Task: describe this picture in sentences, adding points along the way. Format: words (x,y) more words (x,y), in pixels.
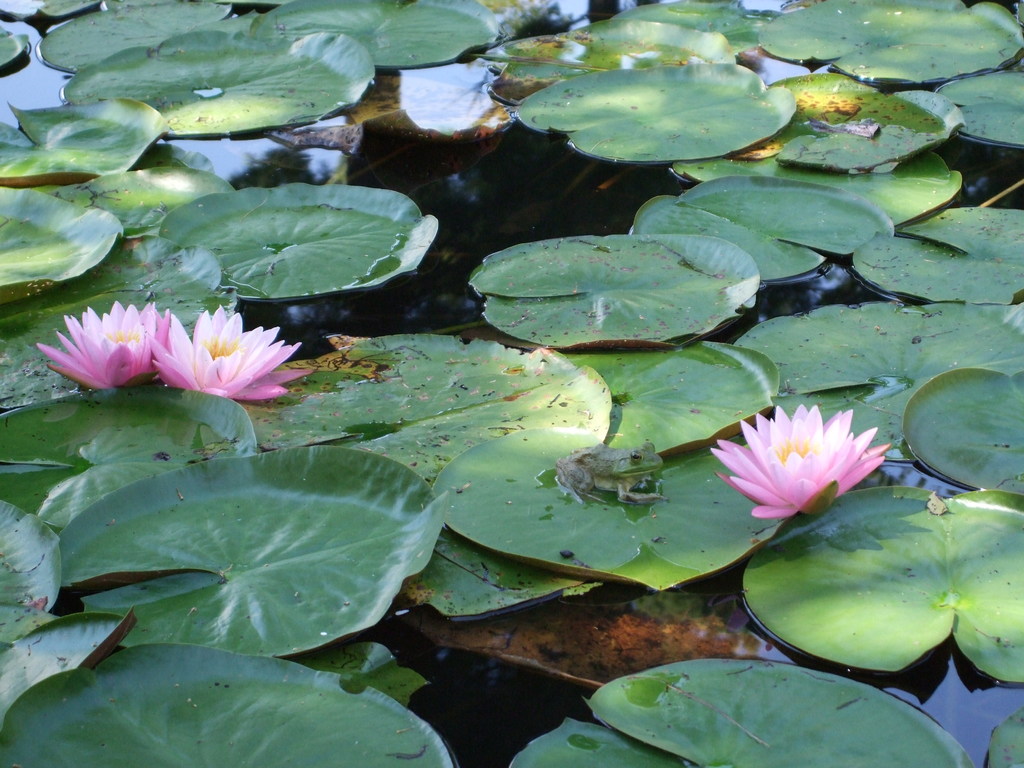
In this image we can see leaves (399,507) and lotus (158,373) are present on the surface of the water (544,201).
